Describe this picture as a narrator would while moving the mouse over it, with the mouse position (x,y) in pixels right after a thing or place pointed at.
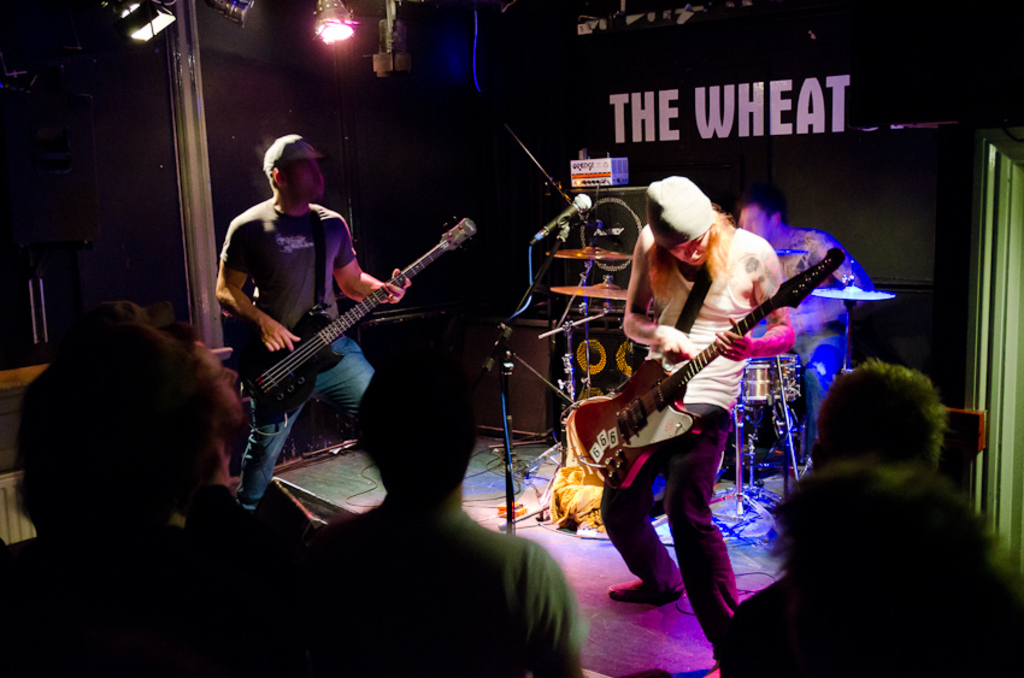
In this image in the front (788,548) there are persons (961,531). In the center (672,318) there are musicians (320,245) performing on the stage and there are musical instruments (568,291) on the stage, there is a mic (539,236) attached to the stand (541,266). In the background (769,114) there is a board (742,124) with some text (754,112) written on it and there are lights (151,31) on the top (159,19).
